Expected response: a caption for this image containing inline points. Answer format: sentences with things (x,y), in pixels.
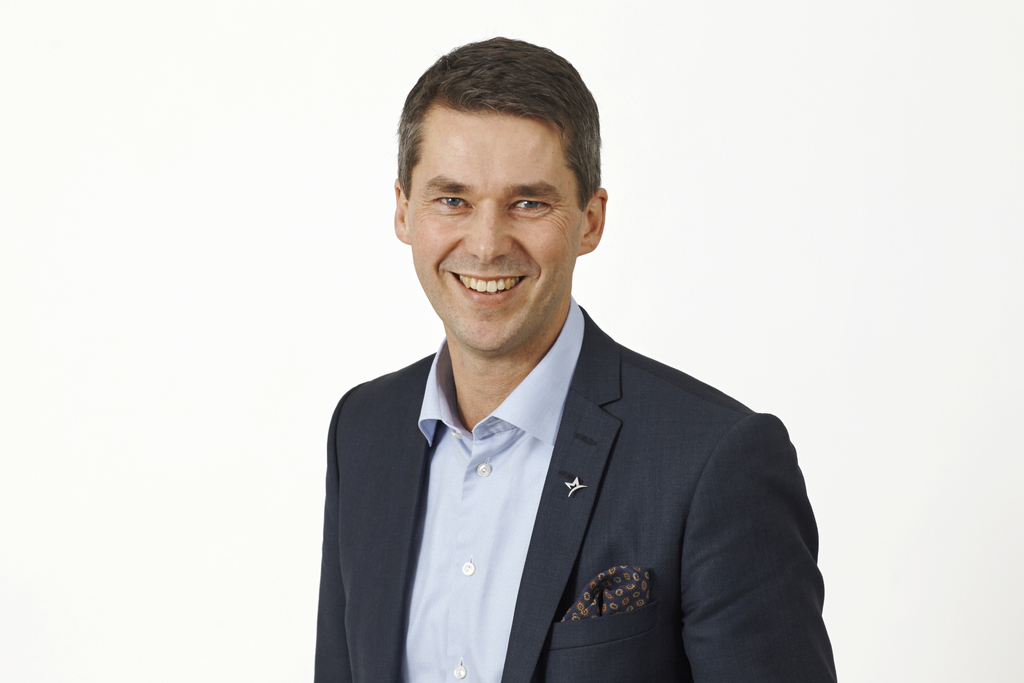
In this image I can see a person (493,540). I can also see the background (171,440) is white in color.
